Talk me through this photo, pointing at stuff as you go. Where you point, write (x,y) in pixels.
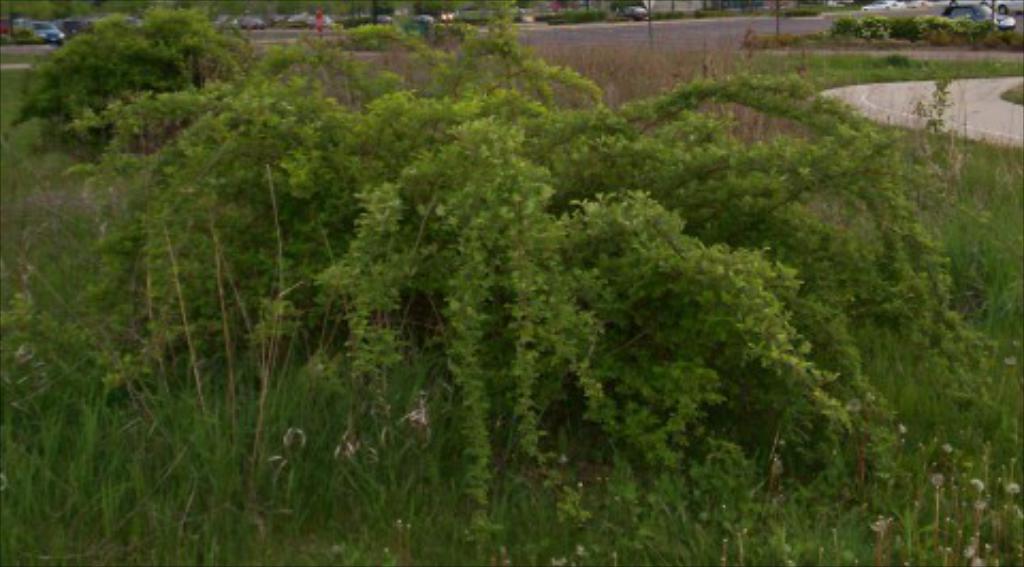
In this picture we can see grass (997,313), trees (438,51) and road (957,101). In the background of the image (884,20) we can see vehicles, poles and plants (1016,37).
